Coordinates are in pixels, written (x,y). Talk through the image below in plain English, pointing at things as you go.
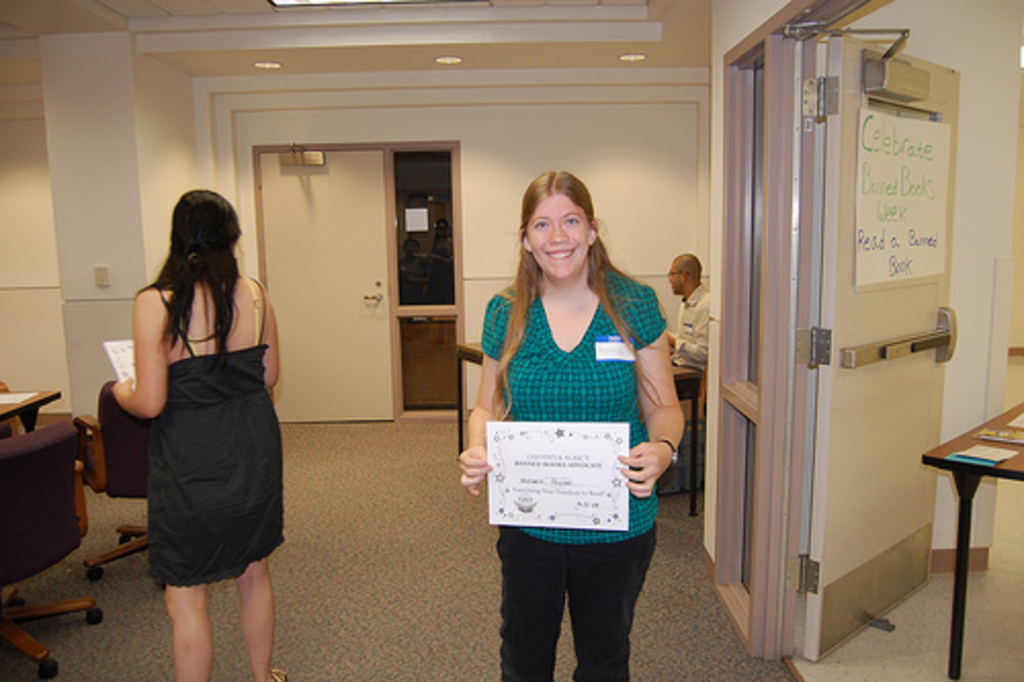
In this picture we can see a man (678,288) and two women (475,417), he is seated on the chair (701,383), in the middle of the image (499,314) we can see a woman (606,405), she is smiling and she is holding a paper (562,432) in her hands (481,477), beside to her we can see few chairs (53,466) and a door (856,509), in the background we can see few lights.
